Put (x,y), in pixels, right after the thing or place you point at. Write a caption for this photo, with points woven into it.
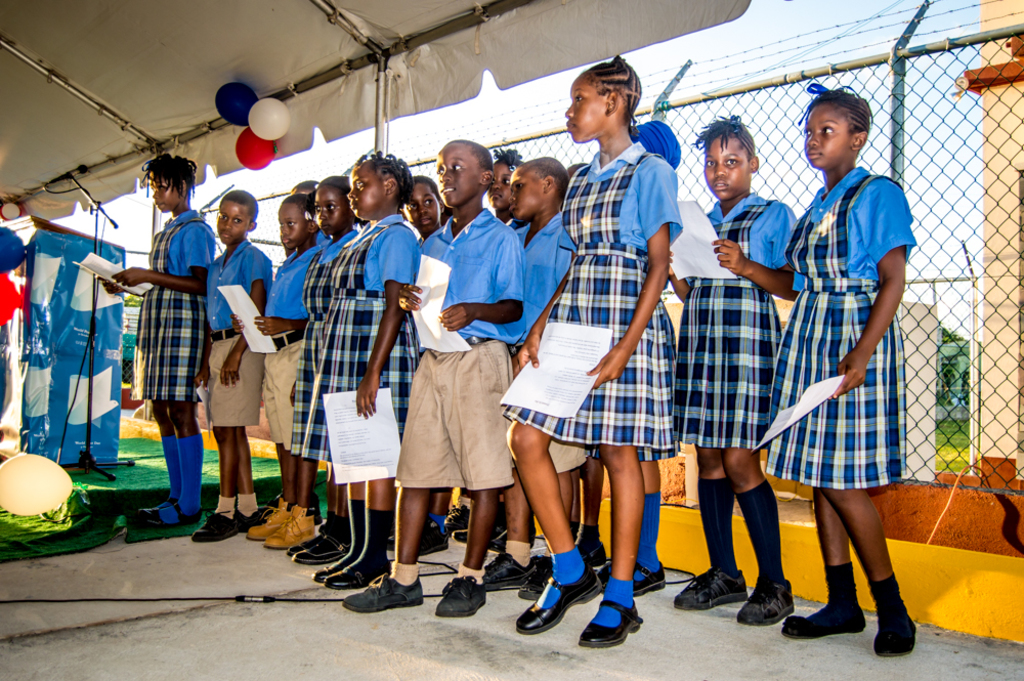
In the picture we can see some school children (760,340) are standing on the path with school uniforms (818,350) and they are holding some papers (561,332) in their hands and one girl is talking something near the microphone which is to the stand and behind them we can see a fencing wall (777,198) and to the top of it we can see a shed (48,102) with some balloons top it.
